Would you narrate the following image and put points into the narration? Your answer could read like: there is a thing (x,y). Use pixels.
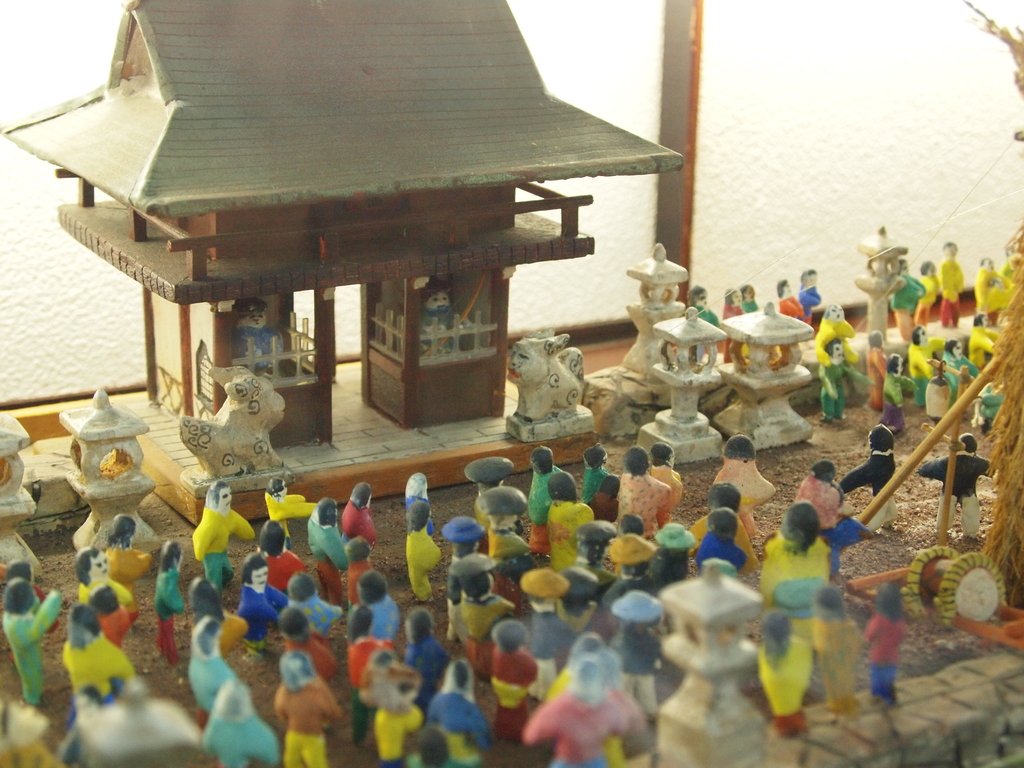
In this image we can see group of dolls (549,695) standing on the ground (781,501). In the background (156,368) we see a toy house (173,388) in which two toys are placed.
